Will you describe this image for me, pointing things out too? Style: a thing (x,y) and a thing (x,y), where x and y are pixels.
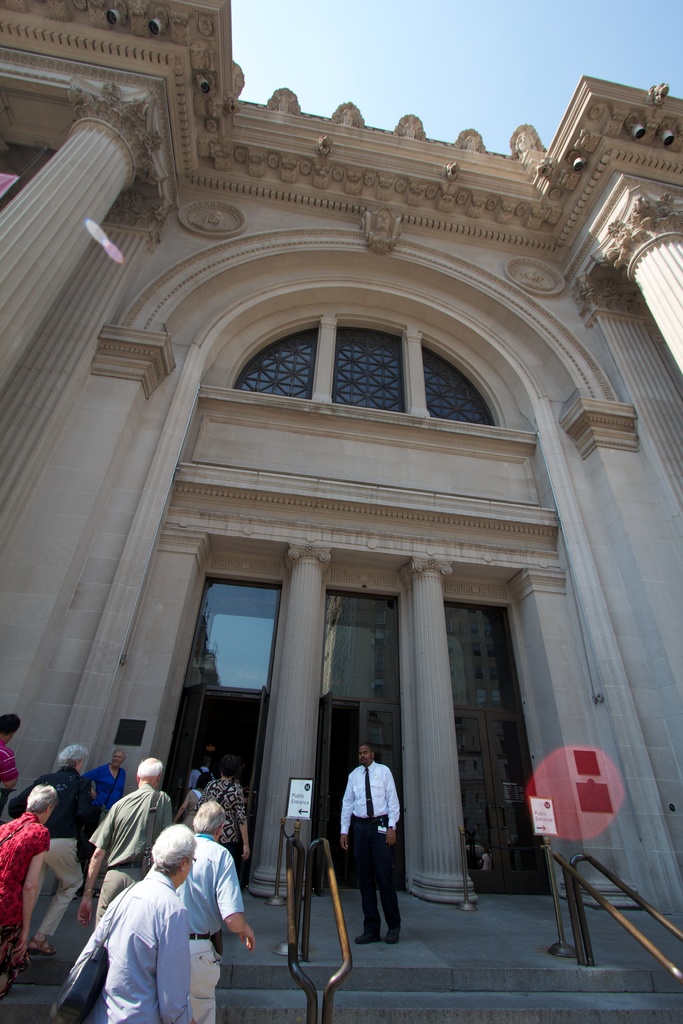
In this picture I can observe cream color building (115,526). There are some people (117,865) on the stairs (66,916). In the background (358,65) there is a sky (384,38).
